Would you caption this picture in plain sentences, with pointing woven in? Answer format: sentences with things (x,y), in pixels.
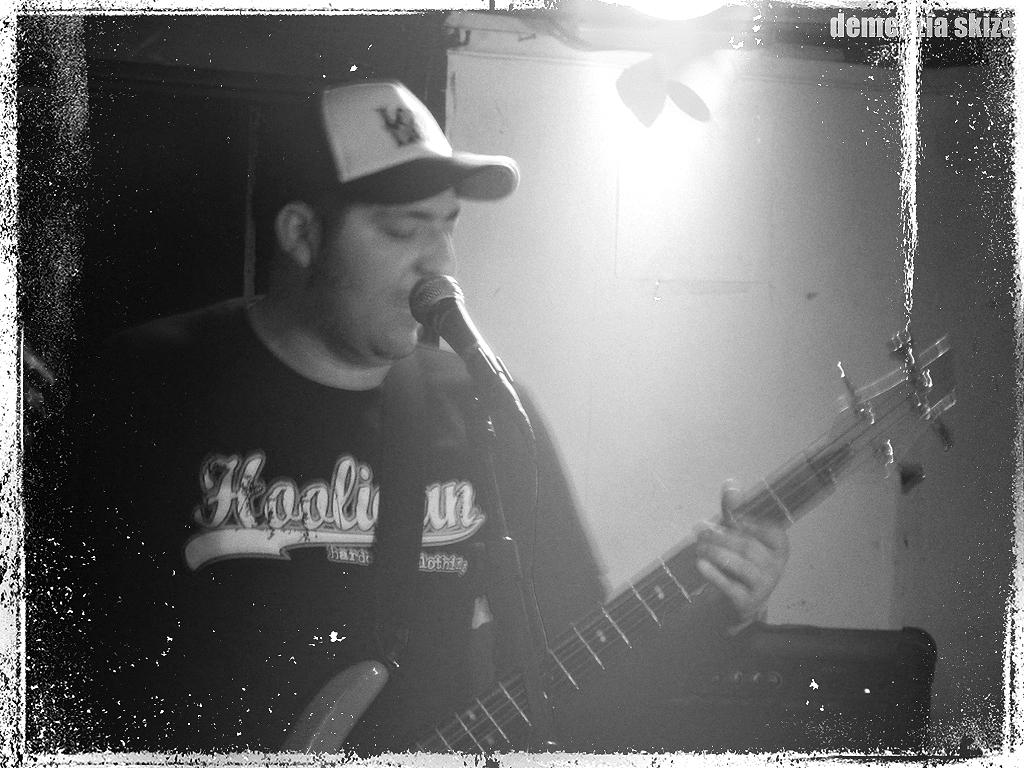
In this image on the left (302,495) there is a man (261,488) he wears t shirt (276,429) and cap (322,149) he is singing he is playing guitar (761,509). In the background (791,590) there is a wall (837,560).
